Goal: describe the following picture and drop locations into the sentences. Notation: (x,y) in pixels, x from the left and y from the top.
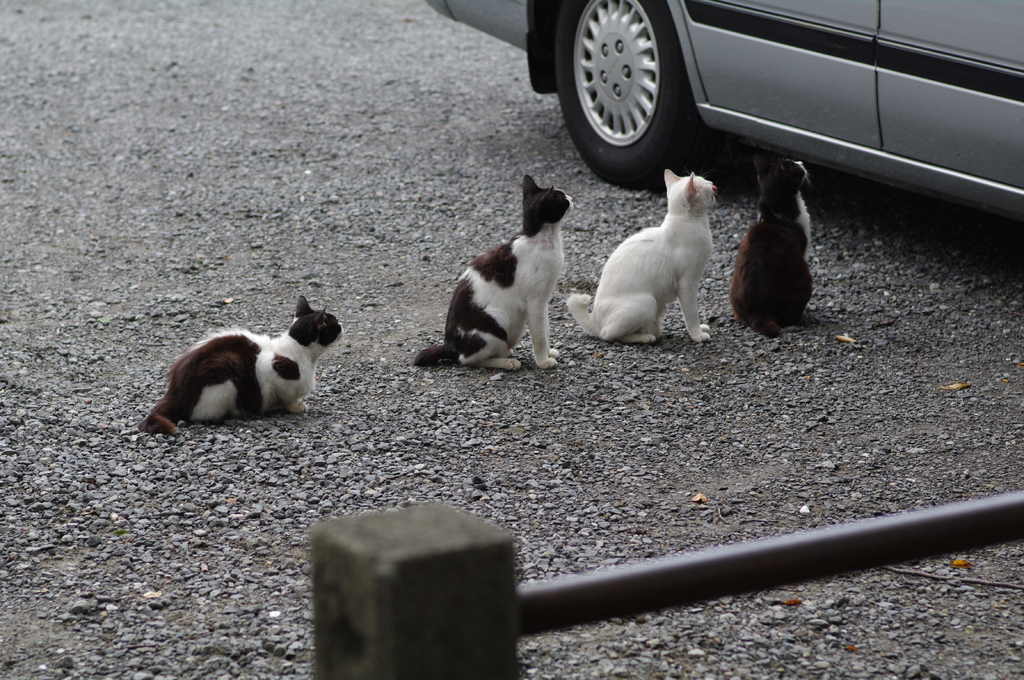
In this image we can see some cats (577,304) on the ground (582,364). We can also see some stones (707,396), a car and a metal pole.
